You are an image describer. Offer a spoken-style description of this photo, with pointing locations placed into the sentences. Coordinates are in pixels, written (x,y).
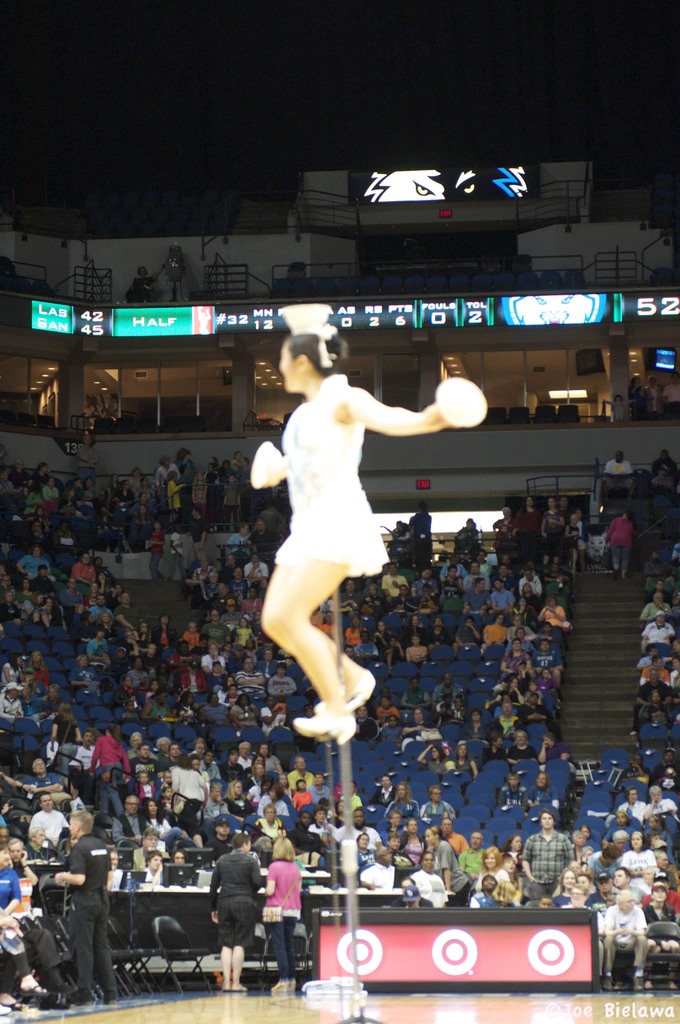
A woman (333,497) is standing on the iron rod (353,902), here people (368,829) are sitting on the chair (409,785), this is building (485,375).
